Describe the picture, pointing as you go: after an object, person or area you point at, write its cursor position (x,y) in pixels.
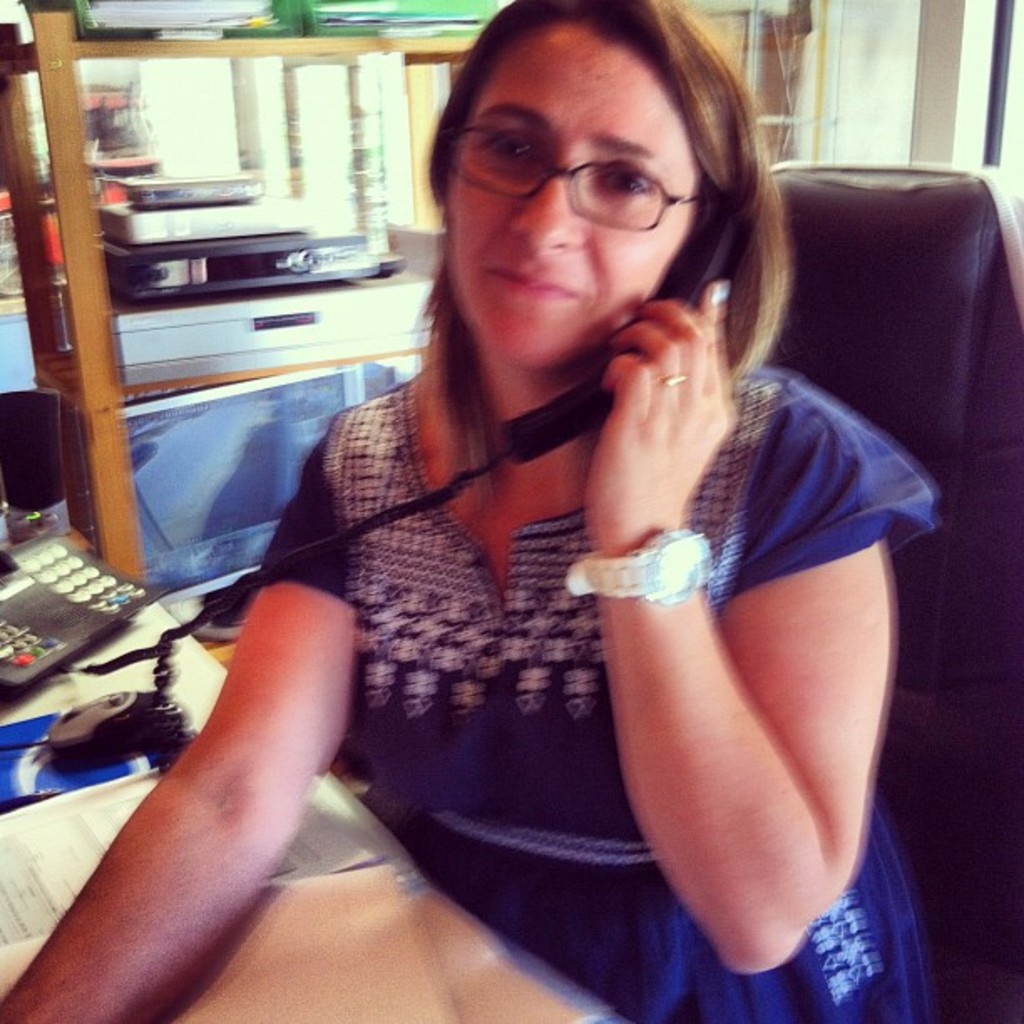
The woman (782,433) in front of the picture is sitting on the chair (924,444). She is holding a phone (598,399) in her hand (624,409). I think she is talking on the phone (581,395). She is wearing the spectacles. In front of her, we see a table (158,732) on which landline phone (72,560), mouse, books (93,796) and files (370,909) are placed. Beside her, we see a table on which electronic goods (210,220) are placed. In the background (332,131), we see a wall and the windows (270,125).
